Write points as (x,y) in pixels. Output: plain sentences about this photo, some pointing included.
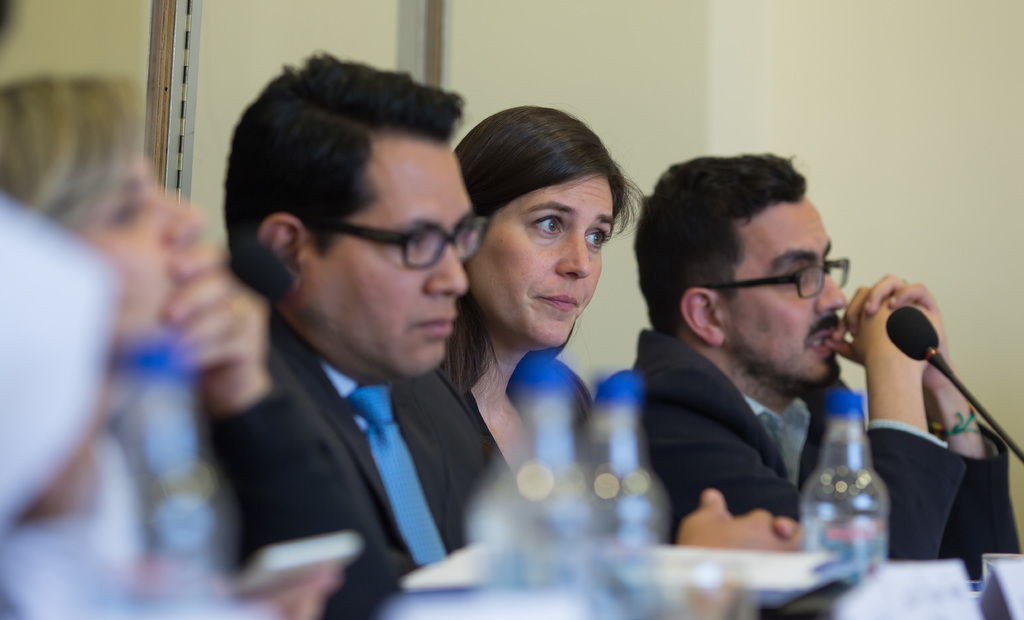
In this image we can see a few people (447,396) sitting and in front of them there are objects (635,597) like water bottles (841,559), microphone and some other things (946,581).
